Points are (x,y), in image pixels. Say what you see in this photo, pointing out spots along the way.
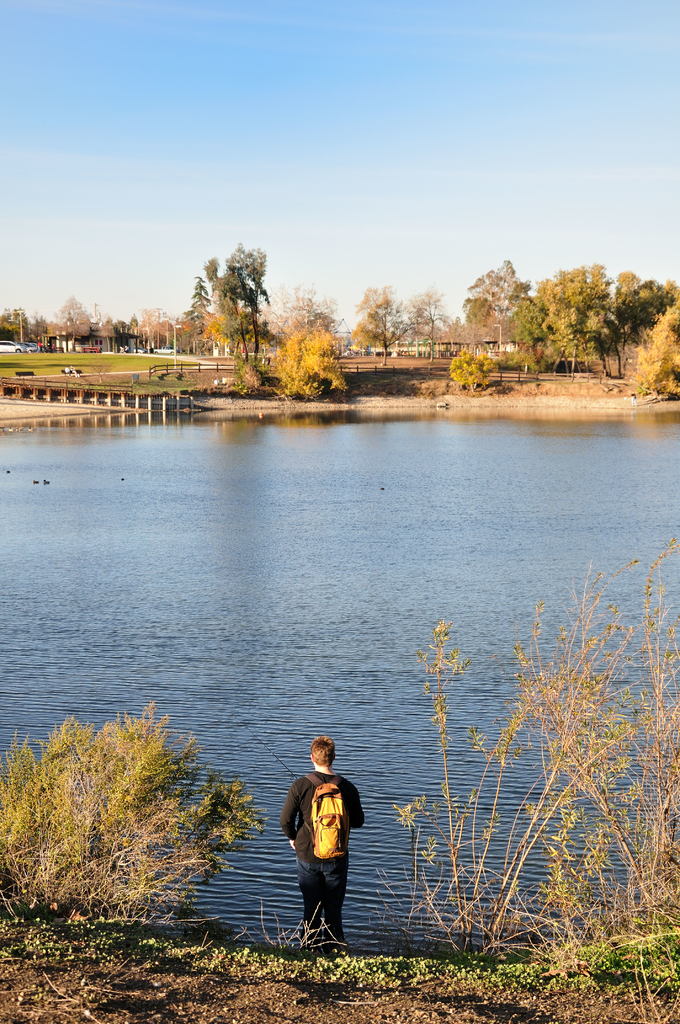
In this image I see the water (188,514) and I see a person (307,822) over here who is wearing a bag (319,851) and I see the plants (160,802). In the background (160,323) I see the green grass (35,360), trees (271,319) and the clear sky (353,142).
